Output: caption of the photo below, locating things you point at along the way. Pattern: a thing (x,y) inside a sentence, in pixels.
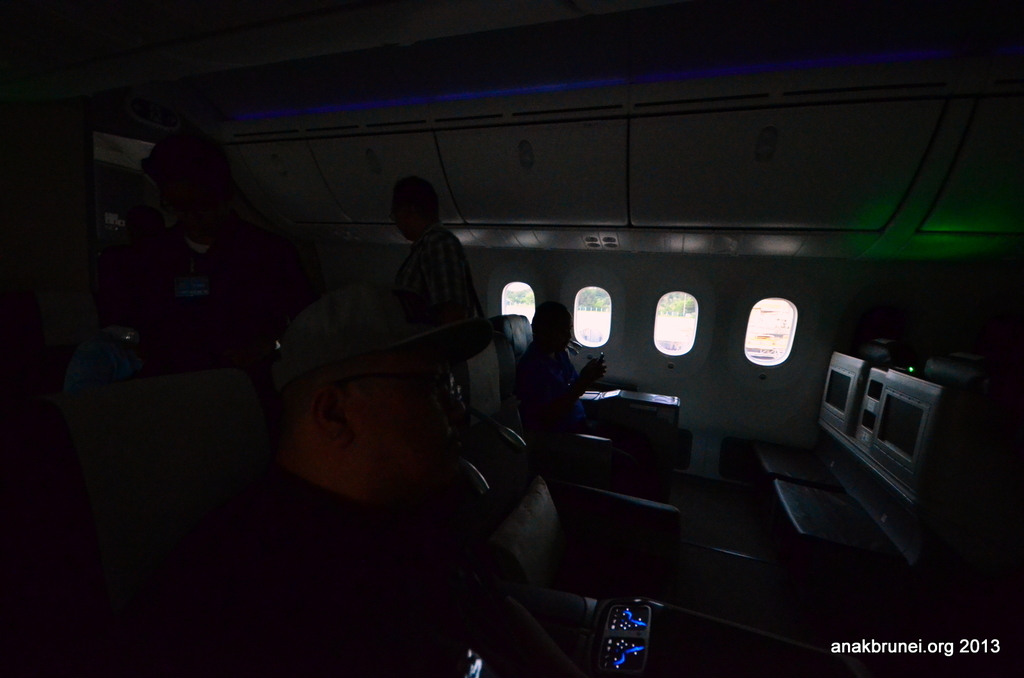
In this image, there is an inside view of an airplane (847,239). There is a person (556,384) in the middle of the image (540,384) sitting on the chair (501,374) beside the window (577,319). There are two person (454,297) in this image, standing and wearing clothes (266,283). There is a person (368,562) at the bottom of the image (329,529) wearing a cap (294,354).
